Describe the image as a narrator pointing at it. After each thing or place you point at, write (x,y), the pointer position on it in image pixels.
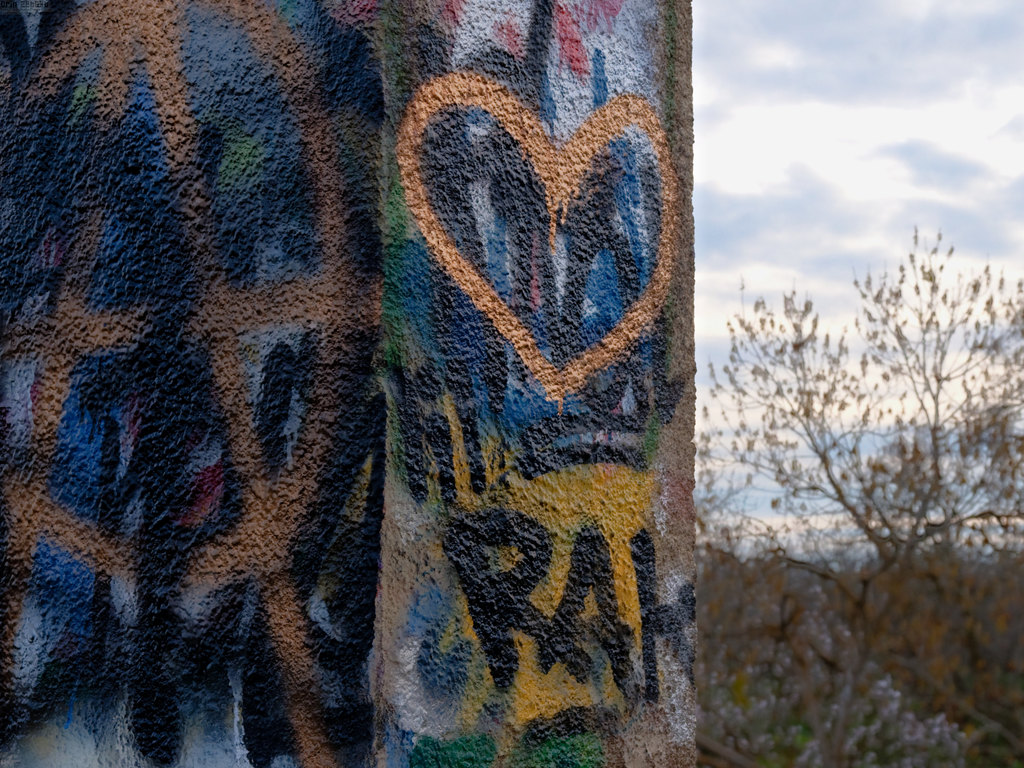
On the left side of the image (308,91) we can see a wall (120,438) on which painting (298,566) is done. On the right side of the image (889,308) we can see a tree (901,484) and the sky (755,160).
